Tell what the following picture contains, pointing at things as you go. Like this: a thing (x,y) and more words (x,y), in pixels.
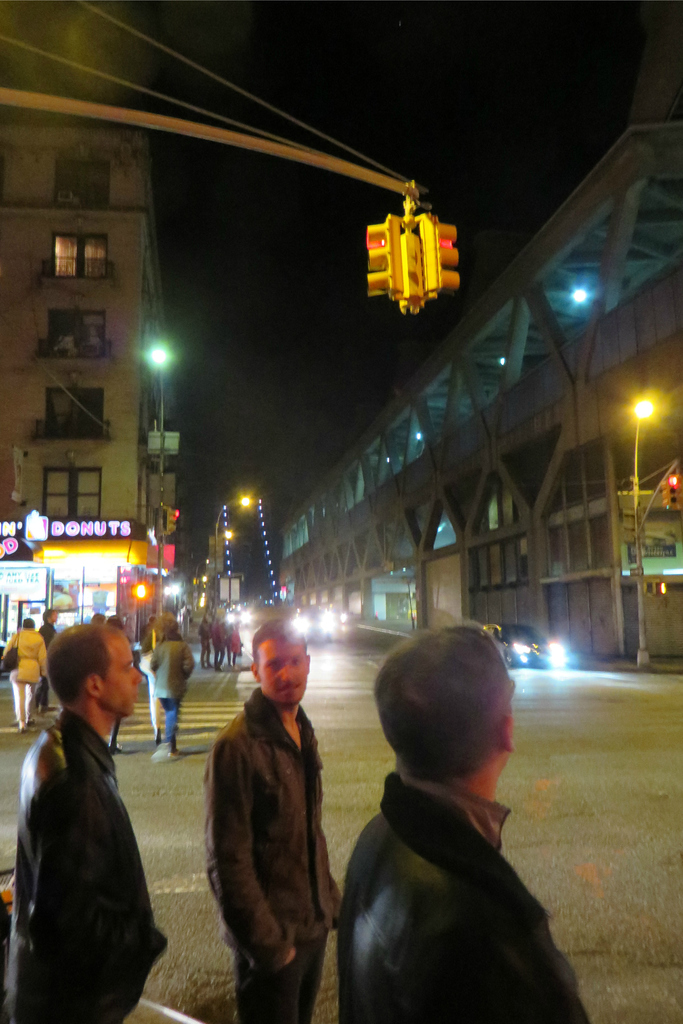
In this image we can see a road (364,704). On the road (204,667) there are many people (215,664). Also there are vehicles (315,605). On the sides there are buildings (419,464) with windows (70,312). Also there are light poles (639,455). And there is a traffic signal (389,251) on a pole (136,115). In the background (306,209) there is sky (308,270).
